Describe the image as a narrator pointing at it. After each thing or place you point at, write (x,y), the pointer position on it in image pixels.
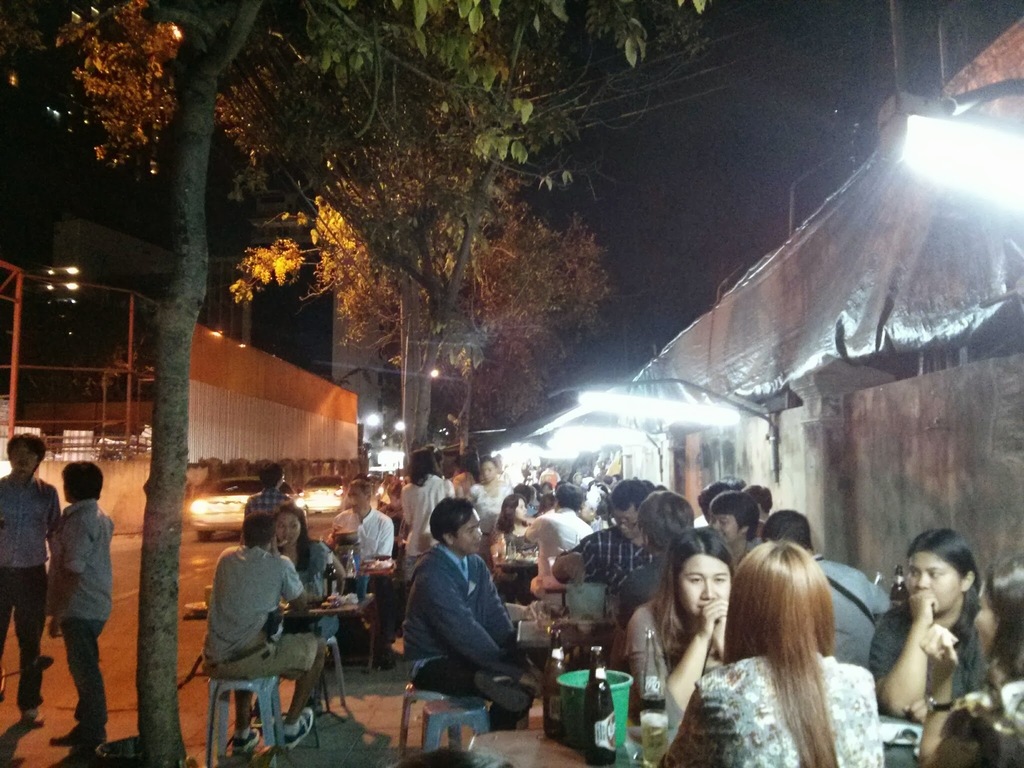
In this picture there are people (488,586) those who are sitting around the table (510,577) in the center of this image (544,502), tables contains glasses (663,717) and bottles (596,712) on it, there are lamps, and a roof (886,294) on the right side (863,323) and there are poles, trees (505,280), wires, buildings (240,315) and vehicles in the background area of the image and there are two men (77,561) on the left side of the image (58,577).
